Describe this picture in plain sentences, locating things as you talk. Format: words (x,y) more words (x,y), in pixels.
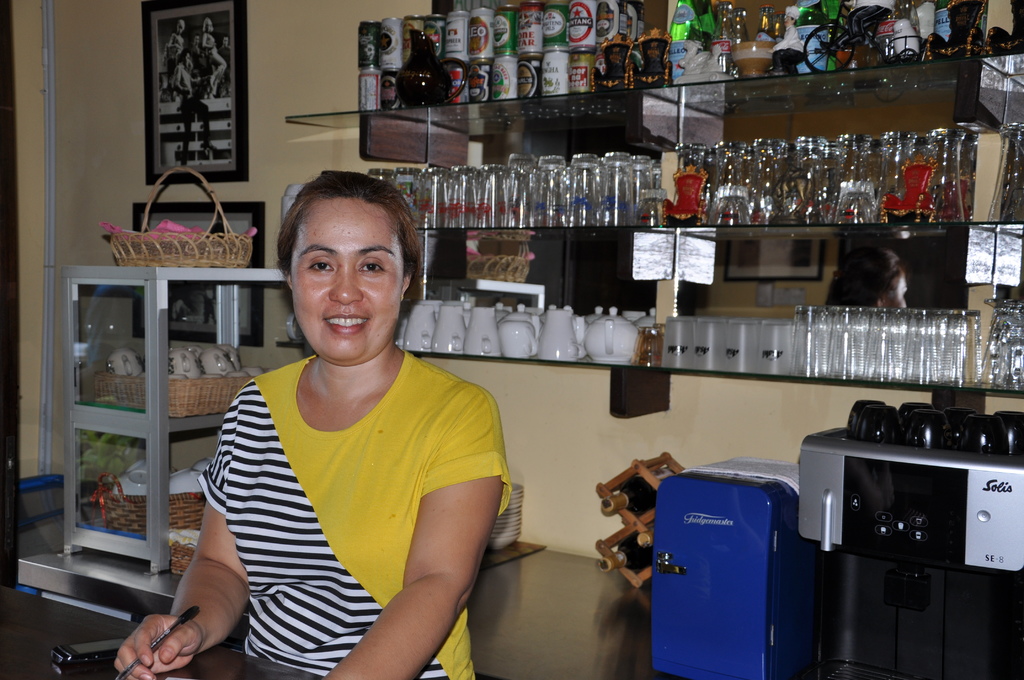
In this picture we can see a woman (404,596) holding a pen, she is smiling and in the background (509,390) we can see a rack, shelves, baskets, glasses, cups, toys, wall (514,405), photo frames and some objects (495,538).
